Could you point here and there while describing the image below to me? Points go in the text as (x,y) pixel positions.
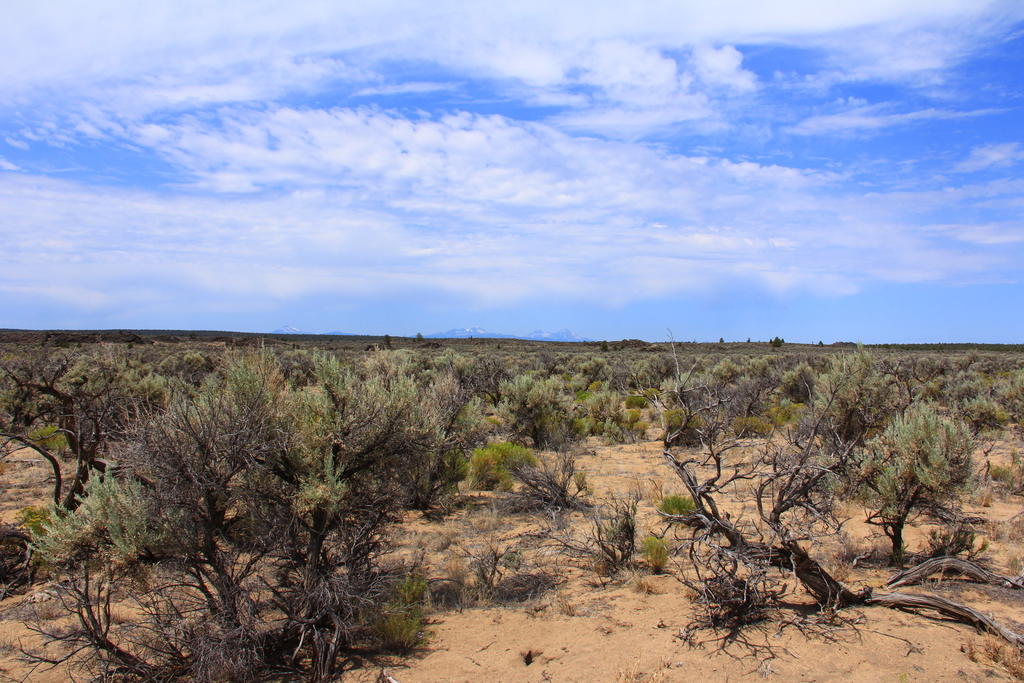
In this image we can see sand (538,632), plants (559,366), mountains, sky (581,327) and clouds (367,157).
